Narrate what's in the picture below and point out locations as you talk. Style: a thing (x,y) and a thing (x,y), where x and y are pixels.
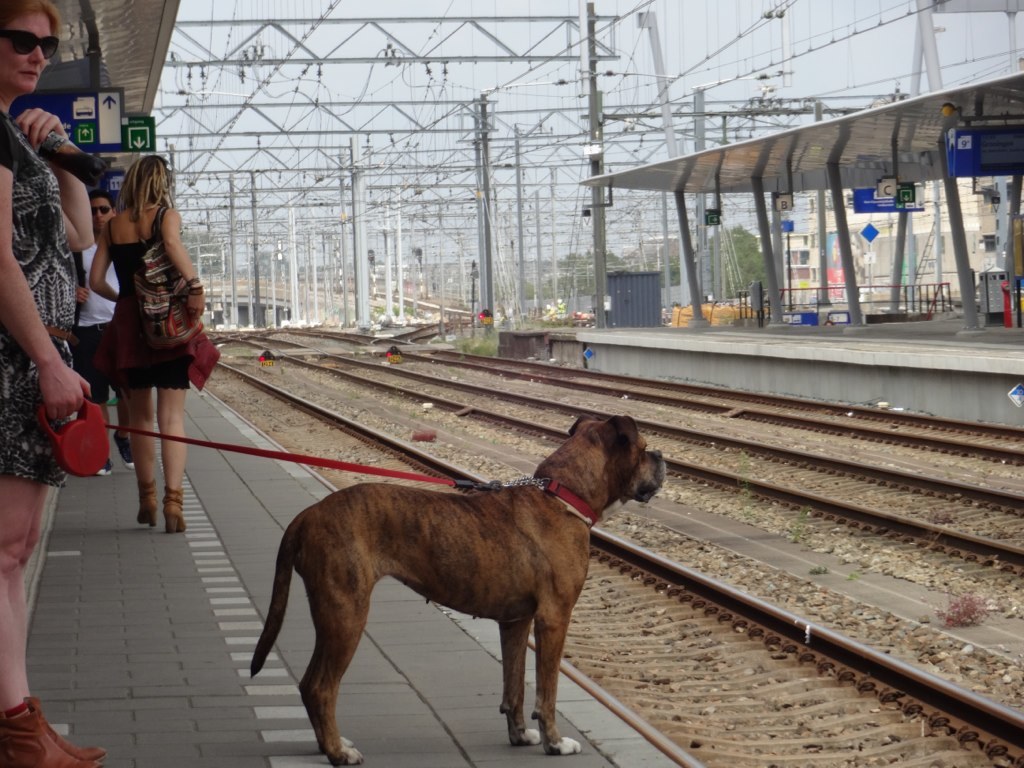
This image is clicked in railway station (739,303). At the bottom (718,614), there are tracks (760,749) along with stones (975,564). In the front (290,763), we can see a dog (399,542) and few people (109,381) standing on the platform (130,637). On the right (846,386), there is another platform (605,335). In the background (429,20), we can see many electric poles (443,20) and wires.
